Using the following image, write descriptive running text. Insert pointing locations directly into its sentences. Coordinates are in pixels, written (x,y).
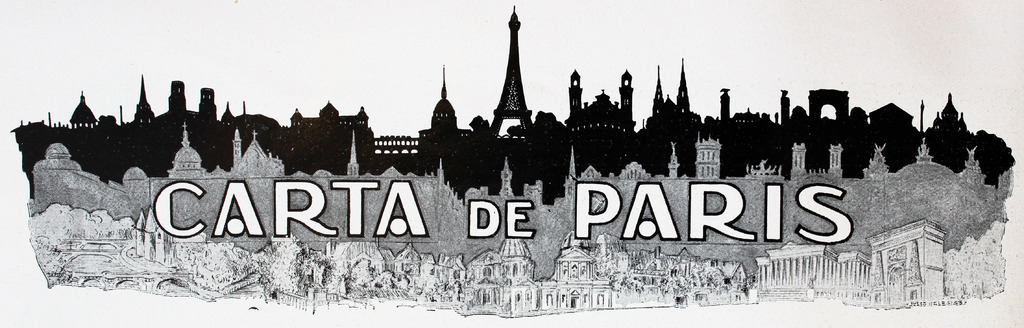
It looks like a black and white animated picture of buildings (205,172) and on the animated picture it is written something. Behind the buildings (184,136) there is the white background (932,82).
